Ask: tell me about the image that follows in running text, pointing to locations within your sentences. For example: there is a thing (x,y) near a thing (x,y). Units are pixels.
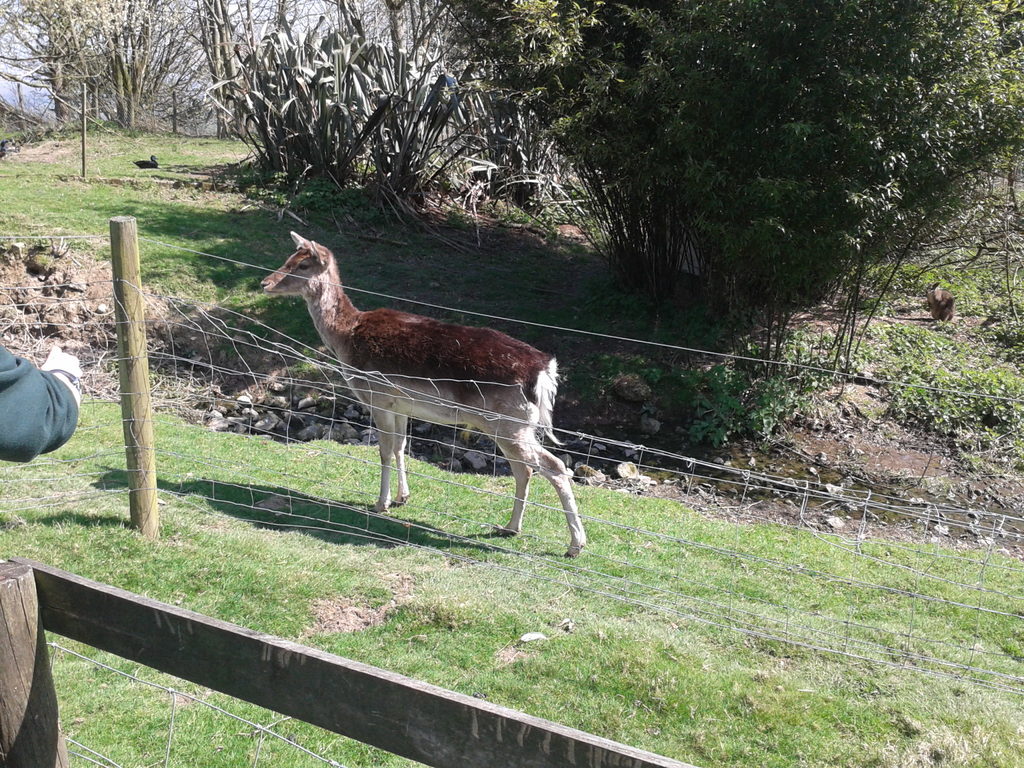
In this image we can see an animal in the grass (778,677) and there is a fence (1008,517). We can also see some plants (855,126) and trees (873,131) and there is a duck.
